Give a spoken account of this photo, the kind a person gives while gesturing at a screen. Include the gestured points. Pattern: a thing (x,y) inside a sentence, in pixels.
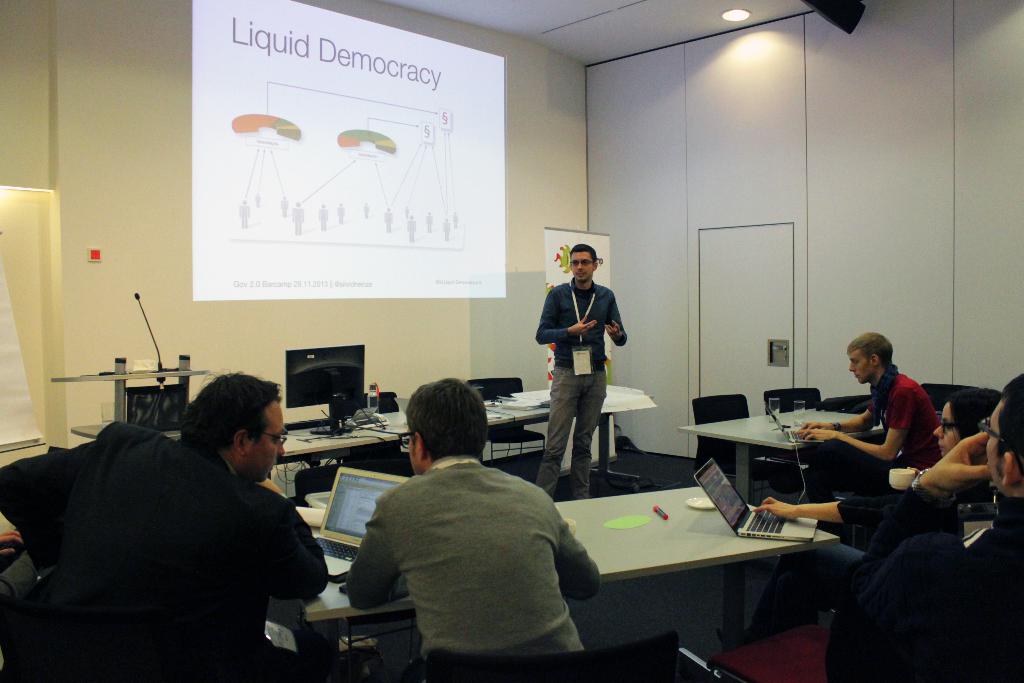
This picture is clicked in a conference hall (374,510). Here, we see five people (502,534) sitting on chair (817,639) and listening to the man (582,499) standing on the opposite side. In front of the picture, we see a table (716,510) on which laptop (714,487), marker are placed and behind the man (579,376) standing, we see a table (535,410) on which papers (539,397), monitor (311,373) and microphone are placed on it. Behind him, we see the projector screen (312,153) on the wall (536,383) with some text (409,73) displayed on it and on the right corner of the picture (846,106), we see white cupboard (628,160).
